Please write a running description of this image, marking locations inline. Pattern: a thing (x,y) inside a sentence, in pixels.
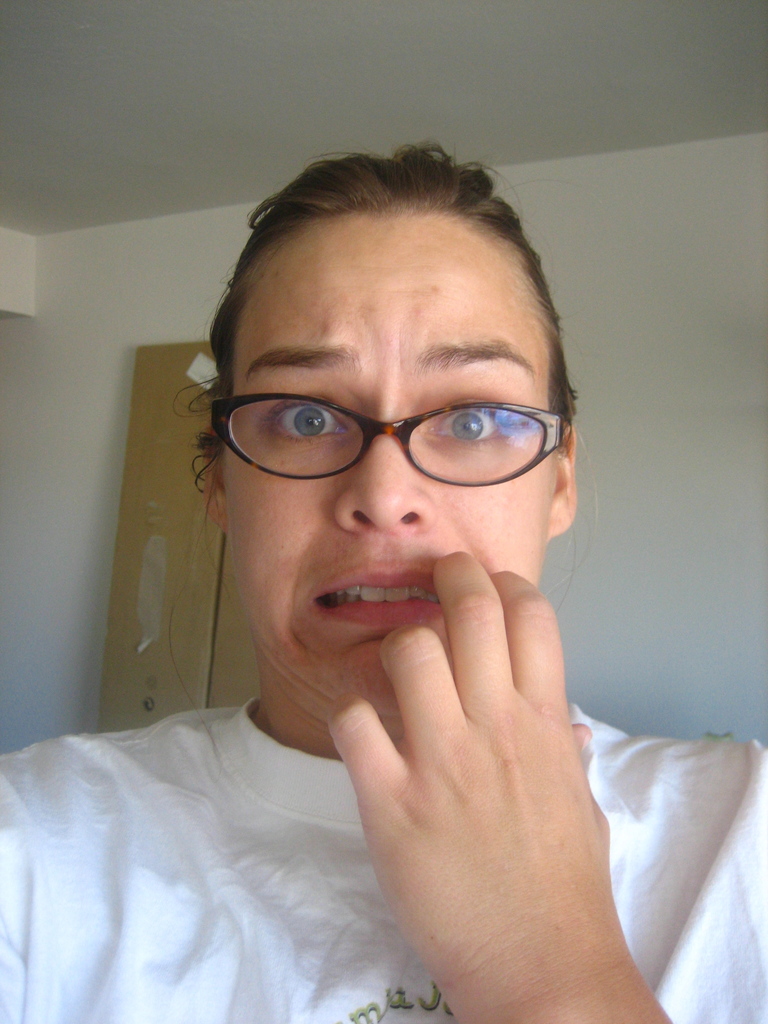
In this picture there is a woman (359,867) wearing white and spectacles (451,428) kept a weird face (423,513).
